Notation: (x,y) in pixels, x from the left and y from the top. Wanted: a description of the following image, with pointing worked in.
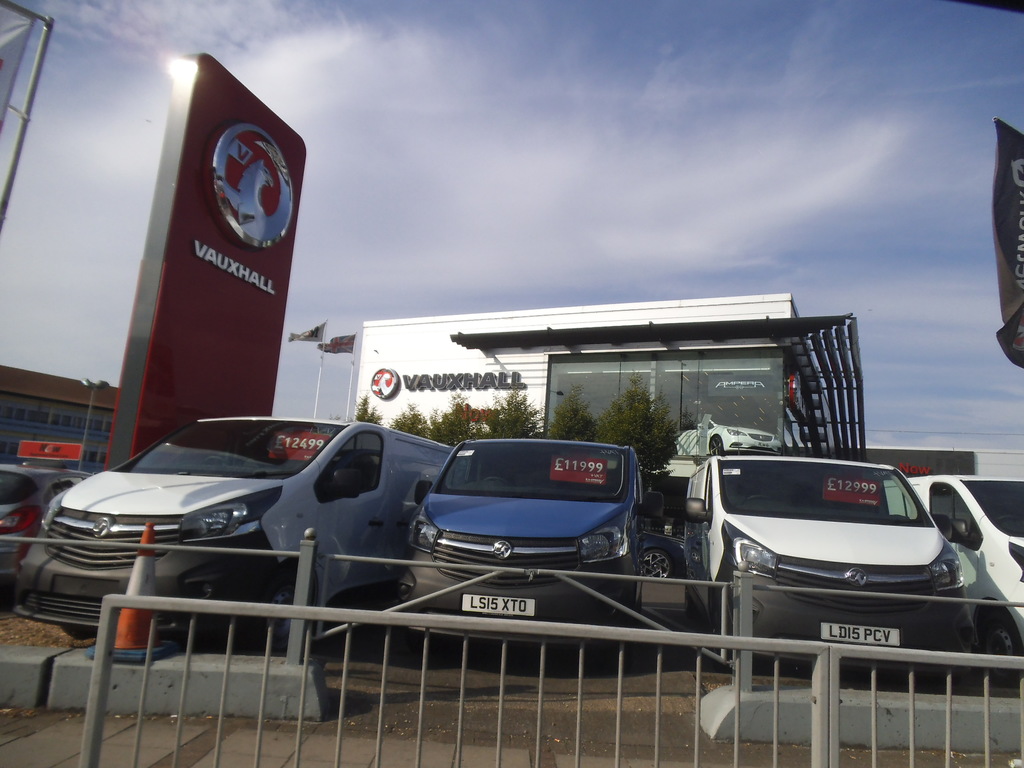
In this image we can see some cars (800,573) which are parked behind fencing (774,752) and at the background of the image (467,333) we can see a showroom (409,345) in which there are some cars (722,447) and at the top of the image (600,119) there is cloudy sky (534,152).
